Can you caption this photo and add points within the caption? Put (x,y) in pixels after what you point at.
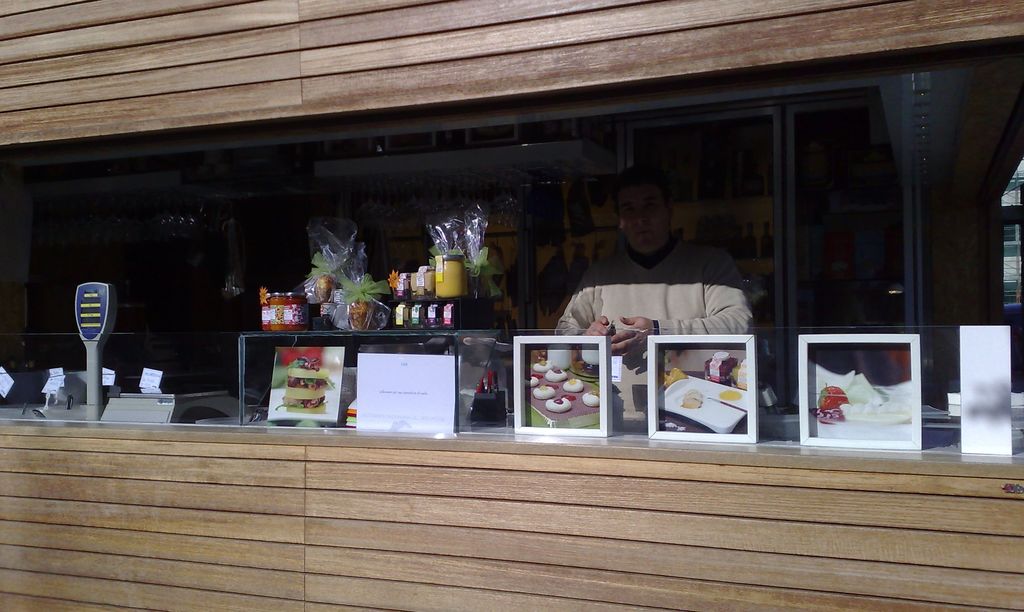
This seems to be a stall (302,531). At the bottom (193,518) and top sides of the image I can see the wooden walls (288,84). In the middle of the image (497,363) there is a glass (156,352). Few photo frames (567,408) are attached to this glass (479,408). Behind the glass (470,396) there are some bottles (444,313) and some other objects (327,279) are placed and also I can see a man (638,276) wearing a sweater (640,306).
